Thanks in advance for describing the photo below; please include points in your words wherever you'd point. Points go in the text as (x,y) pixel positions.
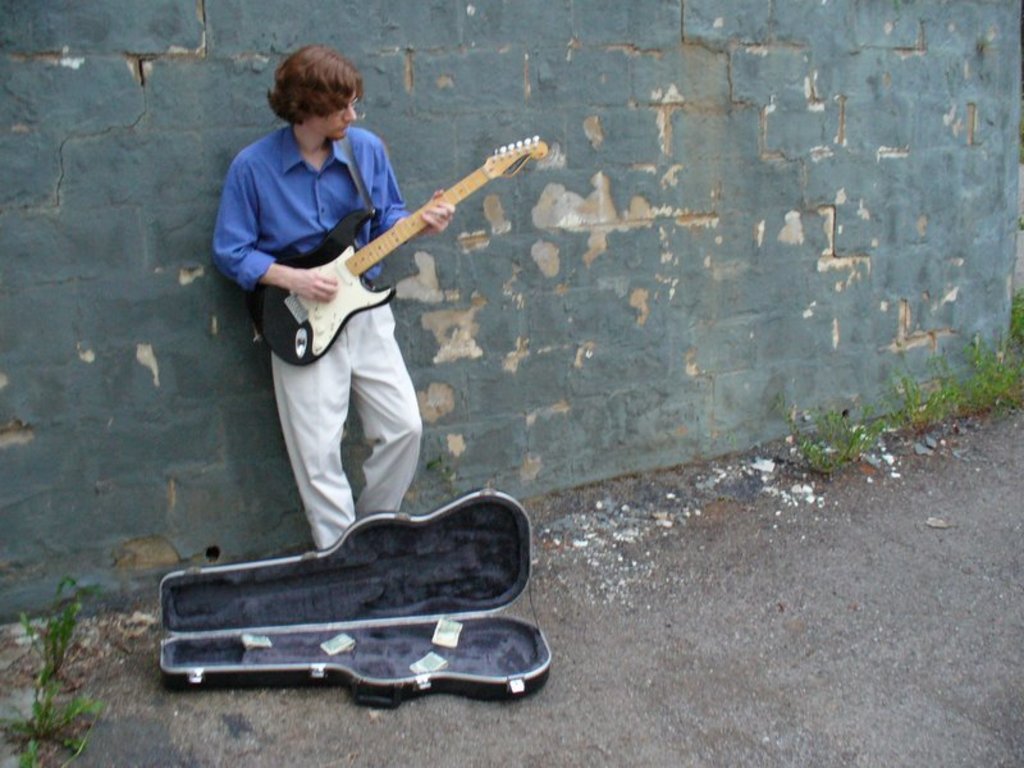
In this image I see a man (247,172) who is standing and holding a guitar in his hands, I can also see a box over here on the ground (89,724) and there are few plants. In the background (86,557) I see the wall (77,547).
